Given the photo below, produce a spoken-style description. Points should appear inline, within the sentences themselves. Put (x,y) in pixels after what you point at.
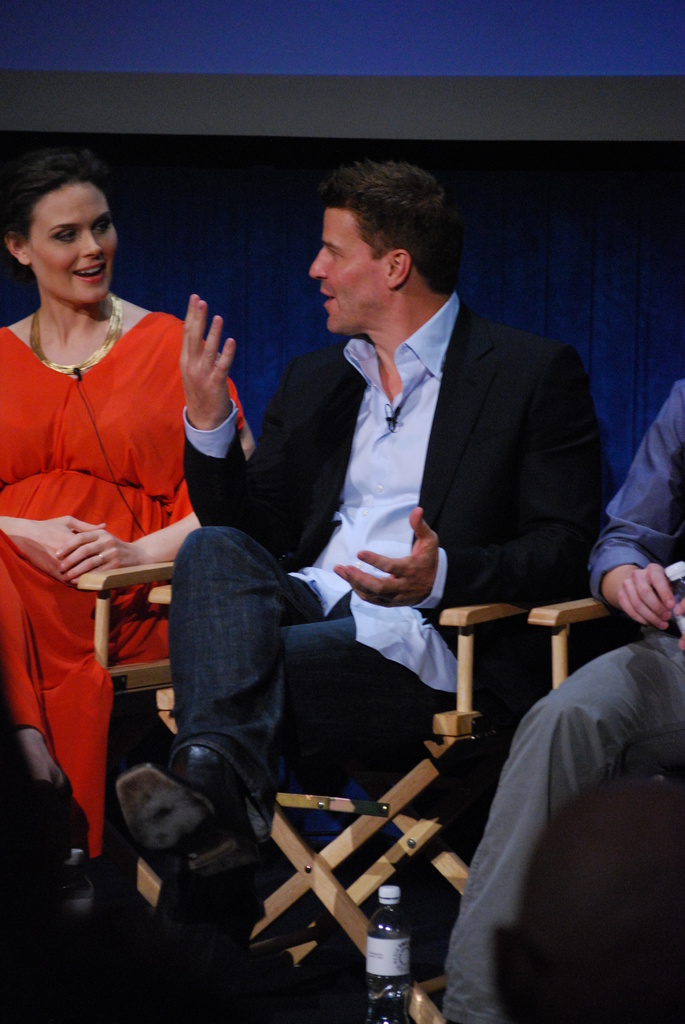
In this image we can see men (524,771) and a woman (109,714) sitting on the chairs (455,756). In the background (305,229) there is a curtain (505,244) and in the foreground (366,934) we can see a disposable bottle (401,966).
